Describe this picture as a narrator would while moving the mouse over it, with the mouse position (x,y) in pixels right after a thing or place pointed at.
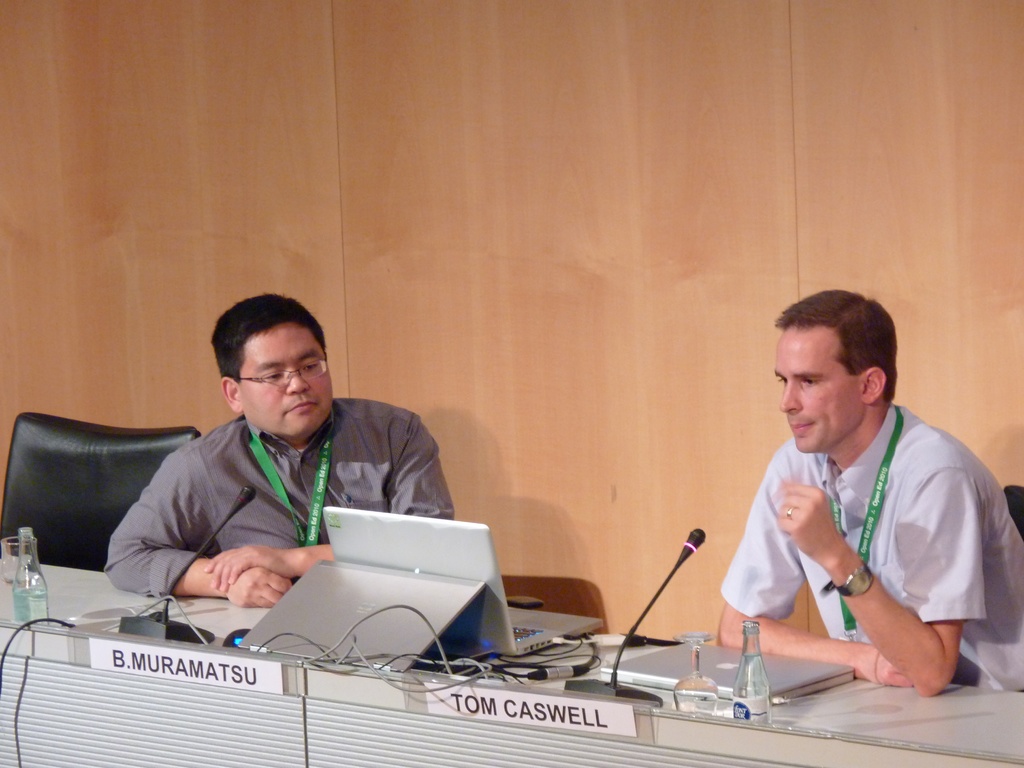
In this image there are two people (946,530) sitting on the chairs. Beside them there is another chair (104,530). In front of them there is a table (890,713) and on top of it there are bottles (759,709), mike's (573,690), glasses (699,691), laptop (471,562). Behind them there is a wall (576,249).
